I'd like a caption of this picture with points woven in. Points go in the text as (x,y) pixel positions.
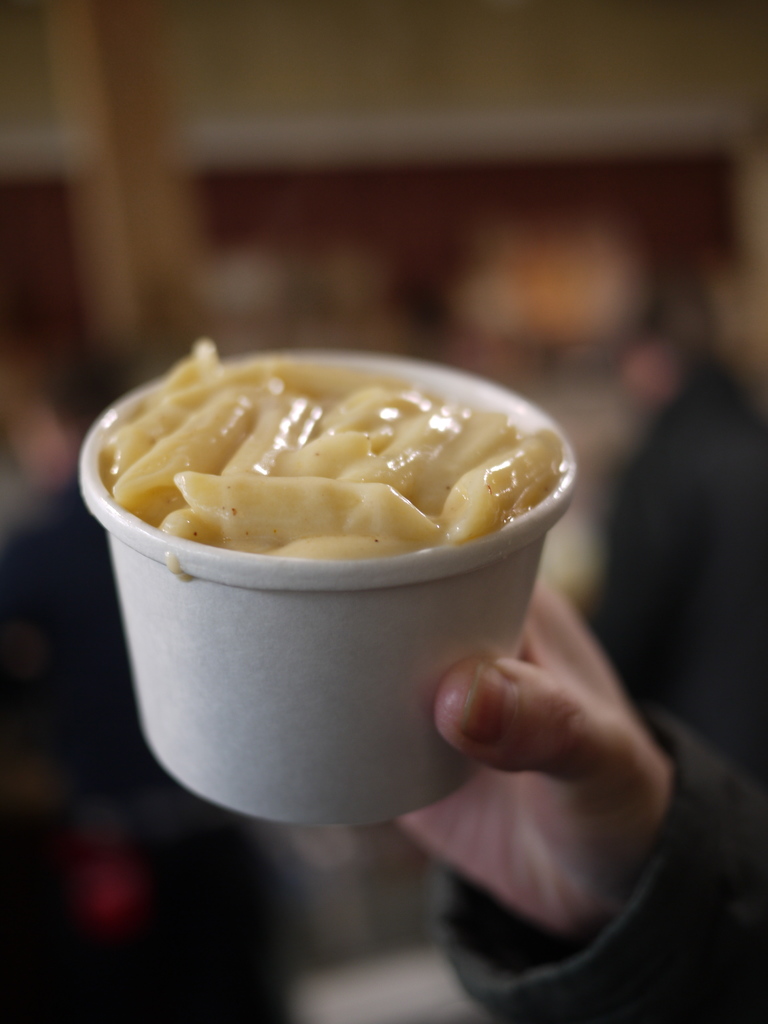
In this image in the foreground (422,750) there is one person (513,760) who is holding a cup (290,671), and in the cup (225,548) there is pasta (355,537) and the background (653,333) is blurred.
